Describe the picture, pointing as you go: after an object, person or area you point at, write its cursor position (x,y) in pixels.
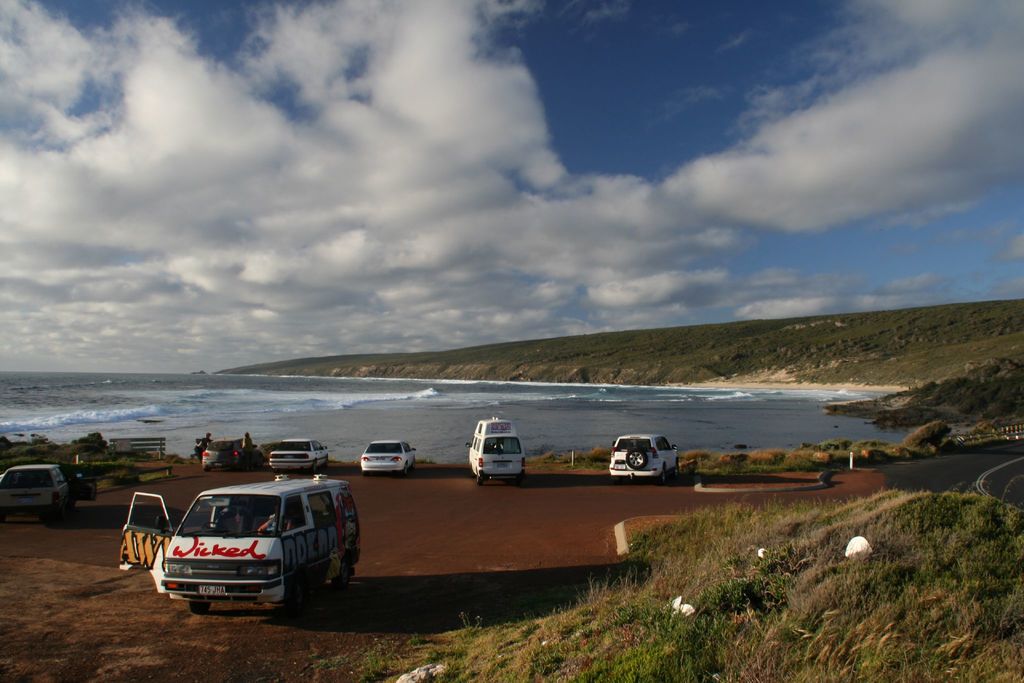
In this picture there are vehicles (297,564) on the ground (429,512), there is water (418,411) in the center (421,400). In the background (536,375) there is grass (733,355) on the ground (690,345) and the sky (543,230) is cloudy and there are persons (198,443) in the center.
